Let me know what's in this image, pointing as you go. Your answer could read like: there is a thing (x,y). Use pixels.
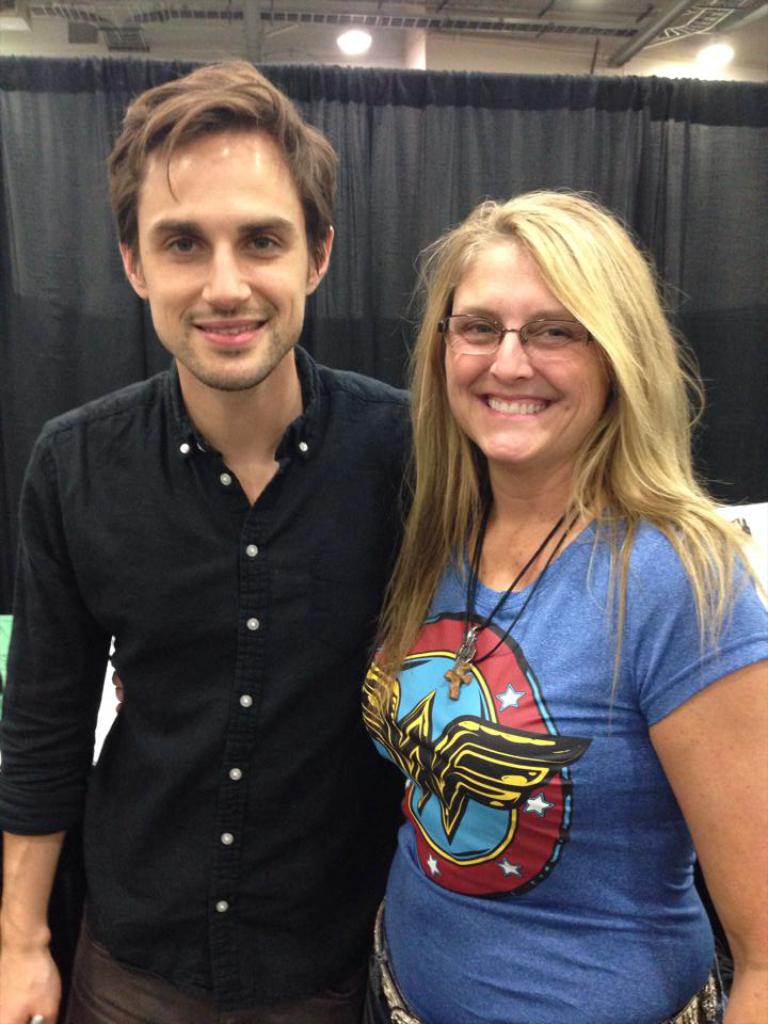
In the picture we can see a man (324,990) and a woman (413,1002) standing together, the man (259,975) is in the black shirt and women (673,997) is in blue T-shirt (508,1017) and they are smiling and behind them, we can see a black color curtain (388,254) and behind to the ceiling (296,53) we can see two lights (720,60).
